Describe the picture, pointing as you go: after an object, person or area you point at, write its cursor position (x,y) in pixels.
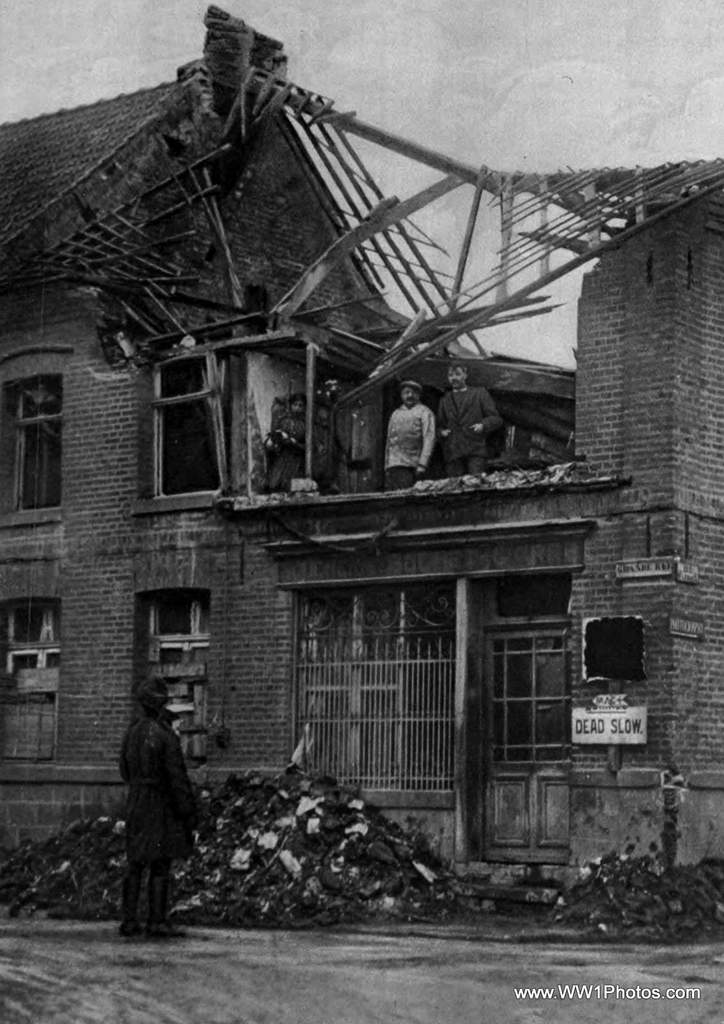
In this picture we can see a building (97,427) with windows (201,471) and some people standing on it, door (554,662), name boards (620,677) and in the background (60,22) we can see the sky (337,98).
